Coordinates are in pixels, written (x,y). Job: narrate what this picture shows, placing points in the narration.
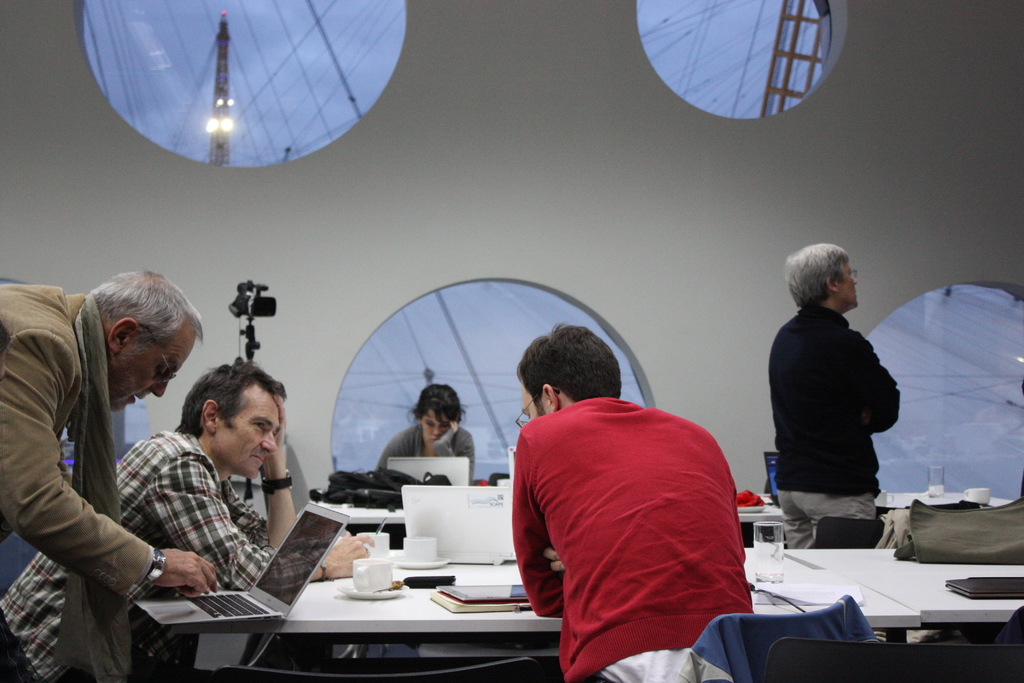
There is a room (447,257). There is a group of people (721,488). Two are standing. In the center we have a woman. She is sitting on a chair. There is a table (433,587). There is a laptop (445,508), book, glass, bag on a table (374,514). We can see in background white wall (67,277) and camera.
